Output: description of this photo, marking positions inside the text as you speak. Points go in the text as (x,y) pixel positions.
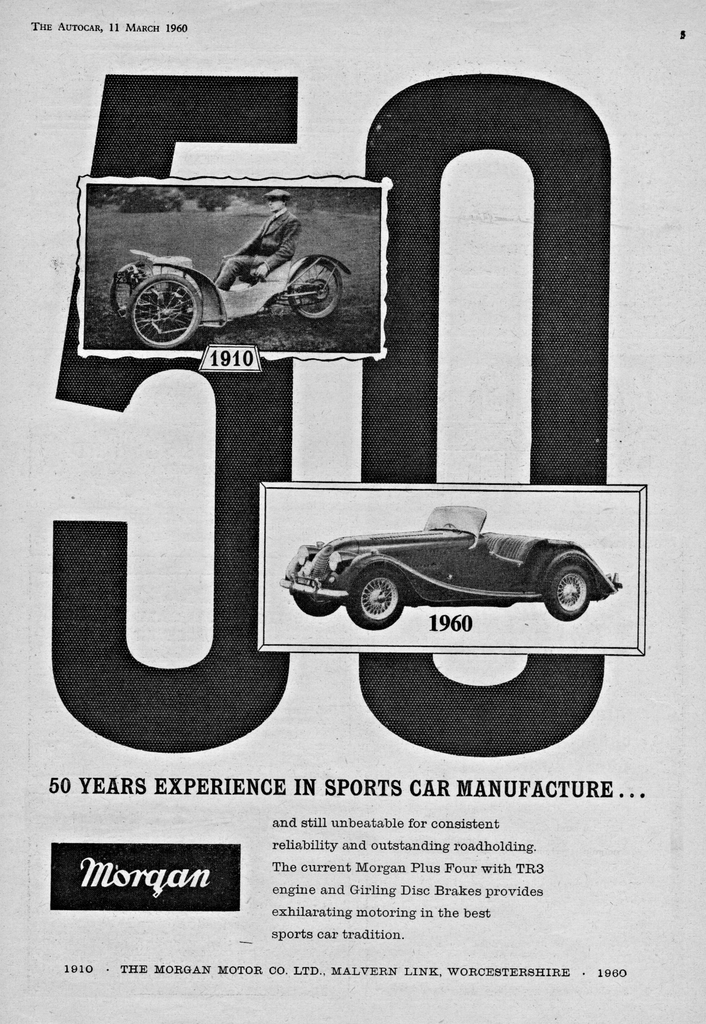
In this image I can see a poster (259,453) in which I can see two vehicles (181,288) and something is written on the poster (381,572). I can see this is a black and white poster (308,359).
